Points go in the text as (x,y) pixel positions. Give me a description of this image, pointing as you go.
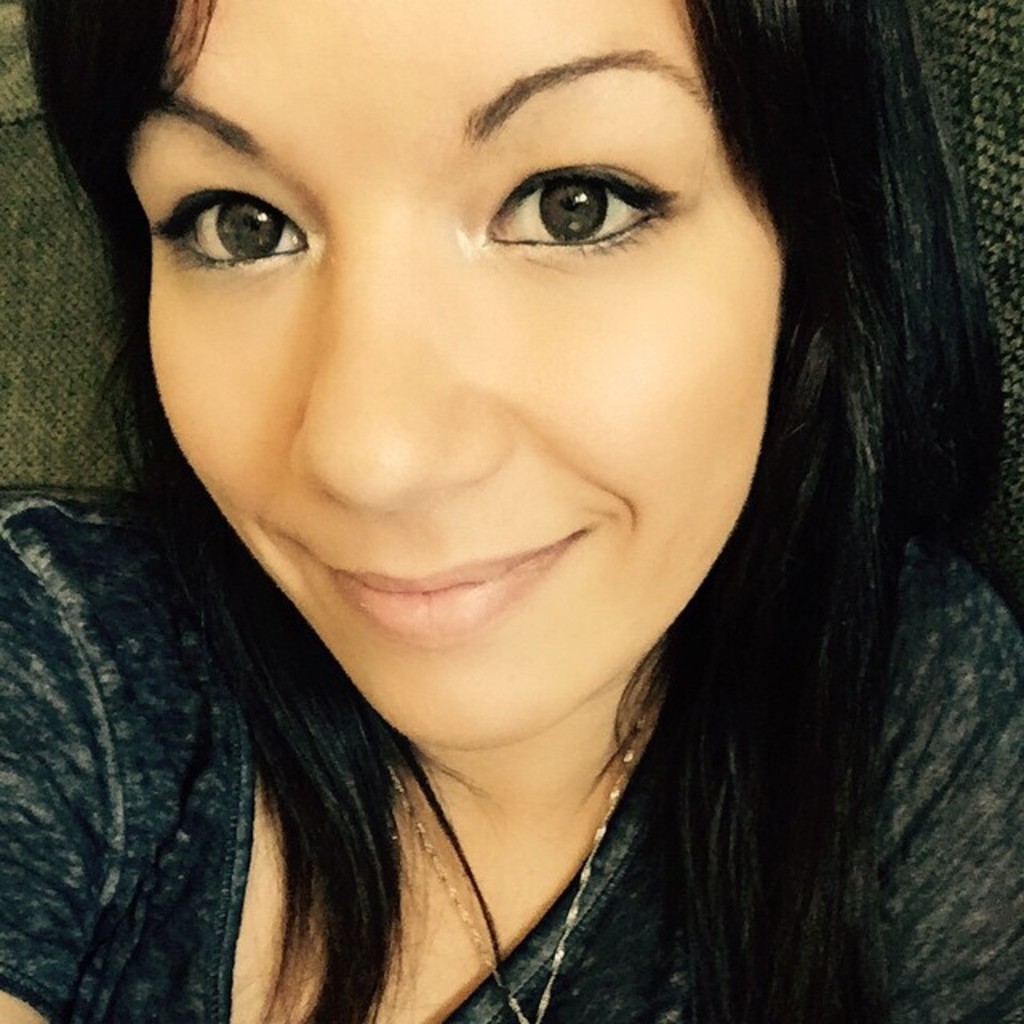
In this image there is one women (476,722) as we can see in middle of this image (599,557).
